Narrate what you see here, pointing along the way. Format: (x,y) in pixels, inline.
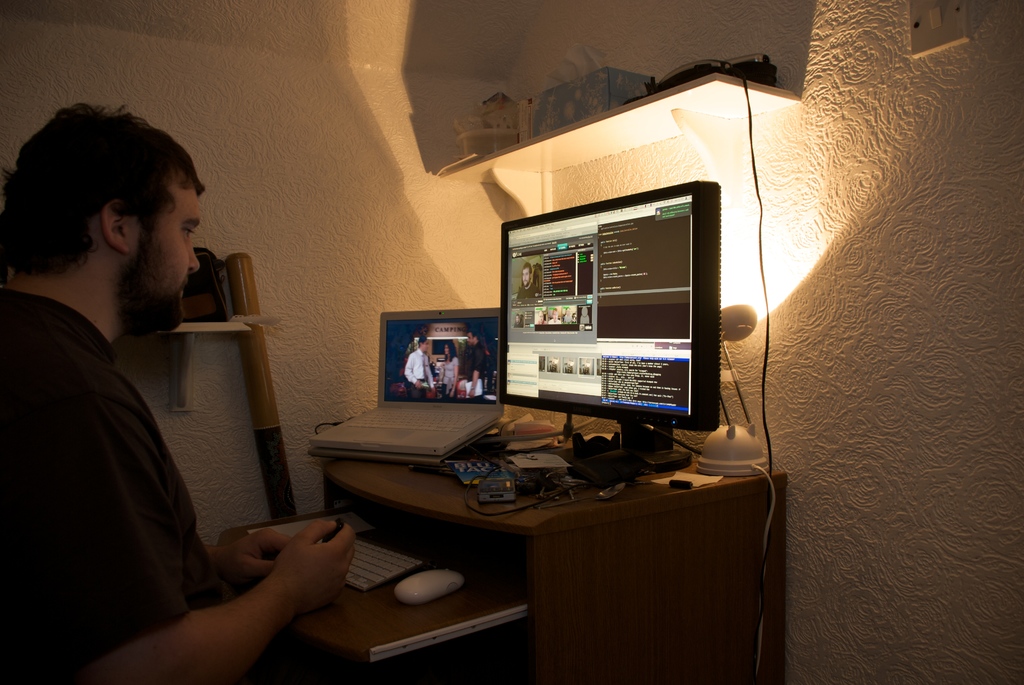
A man (31,226) is sitting in front of a computer (547,320). And there is a table (541,562). On the table (395,551) there are keyboard (409,566), mouse (442,580), laptop (449,403), table lamp (730,429) and many other items (518,457). In the back (829,246) there's a wall (818,180). On the wall (814,159) there is a shelf (609,128). There is a switch board (924,31) on the wall (944,62). There is a stick (277,407) beside the table (453,596).
